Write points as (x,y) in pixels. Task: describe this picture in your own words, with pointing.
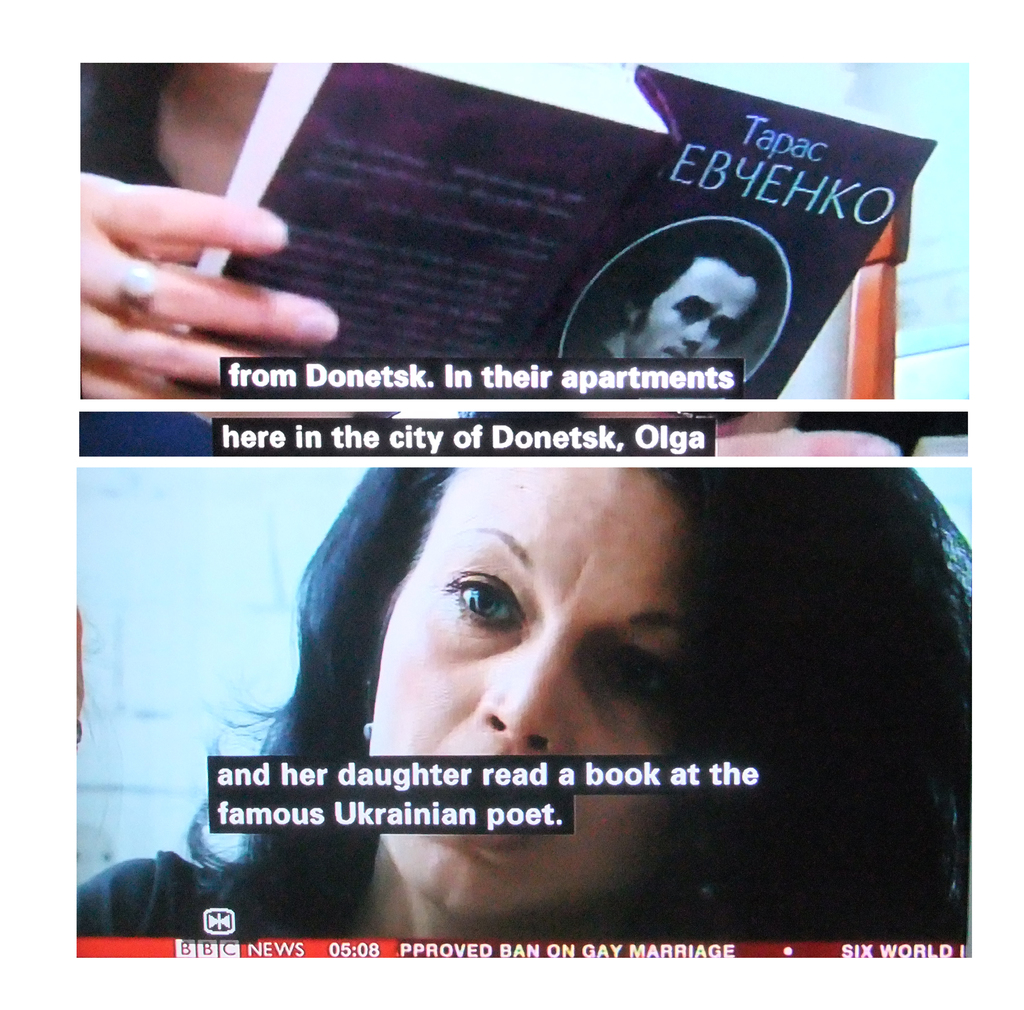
This is a collage image. We can see a person (174,240) is holding a book (453,190) and on the image it is written something. At the bottom of the image (301,948) there is the scrolling (336,946).
